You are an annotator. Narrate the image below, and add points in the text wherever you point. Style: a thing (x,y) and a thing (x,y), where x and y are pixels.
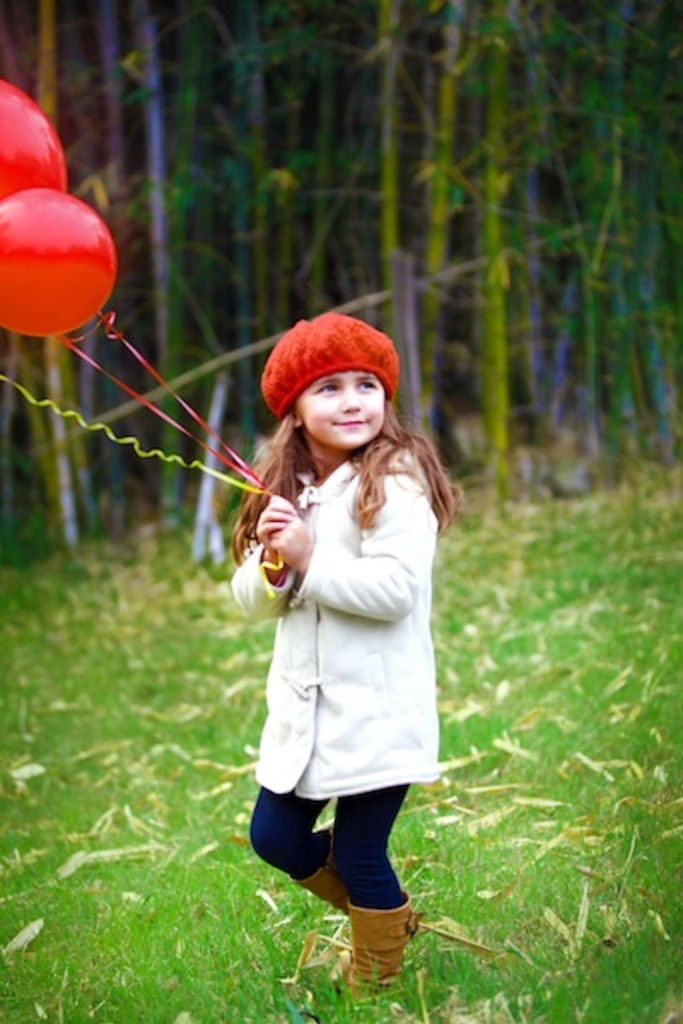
In this picture I can see there is a girl (367,637) standing here and smiling, she is wearing a coat (349,574) and a red color cap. She is holding balloons (82,307). In the backdrop (241,175) I can see there are few trees (155,197).
